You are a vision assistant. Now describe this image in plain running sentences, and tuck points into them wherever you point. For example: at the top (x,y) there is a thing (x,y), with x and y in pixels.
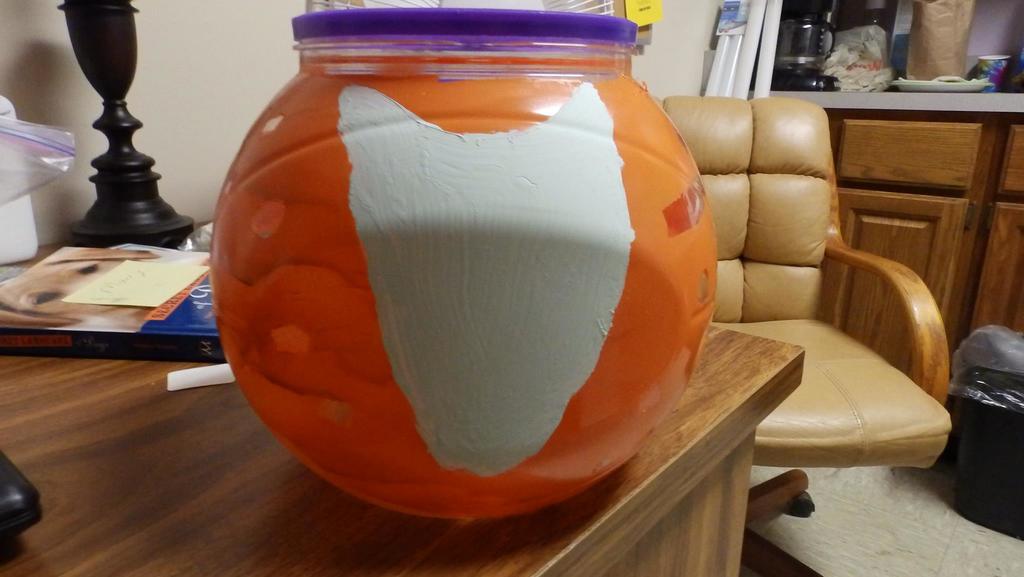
In this image, we can see a painting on a container (522,12). This container (532,20) is placed on the wooden table (231,417). On the left side of the image (204,349), we can see few objects (203,315). Background (143,106) there is a wall (172,86). On the right side (821,4), we can see a chair (787,125), cupboards (955,166), machine (807,72), few objects (860,73), dustbin (968,362) and floor (941,522).
